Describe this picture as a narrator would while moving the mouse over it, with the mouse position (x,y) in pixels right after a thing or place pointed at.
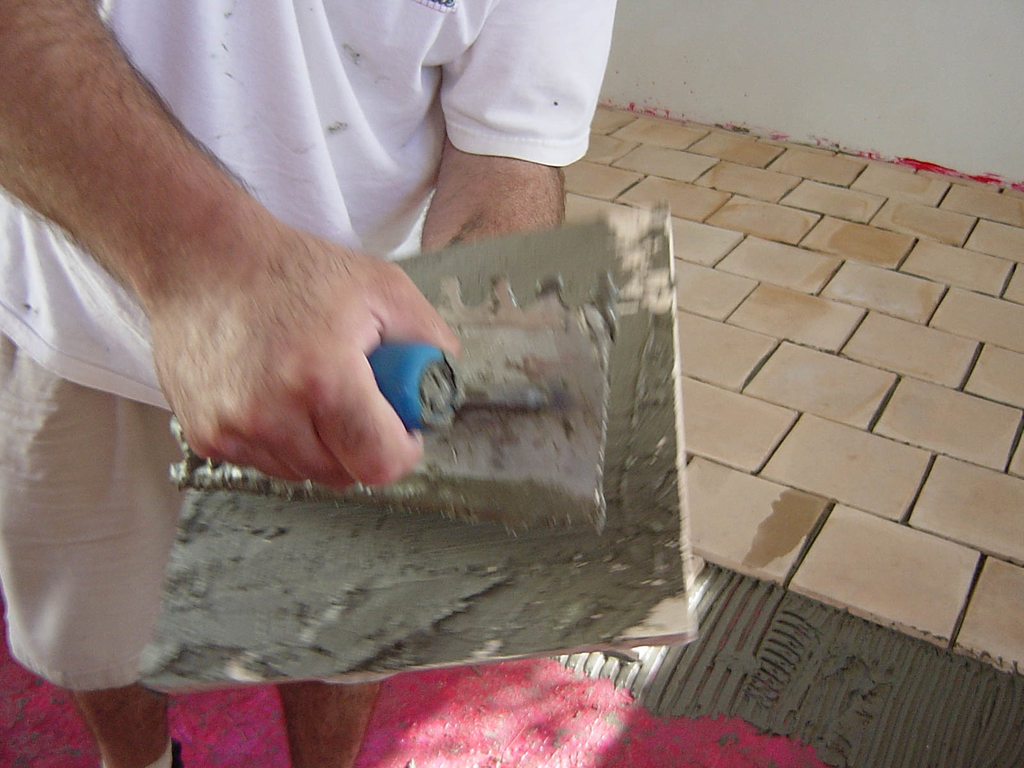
In this image, we can see a person (292,156) whose face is not visible holding a tool (389,347) and tile (599,599) with hands (355,443). This person (336,449) is standing and wearing clothes (356,118). There is a wall (660,81) in the top right of the image (770,90).
